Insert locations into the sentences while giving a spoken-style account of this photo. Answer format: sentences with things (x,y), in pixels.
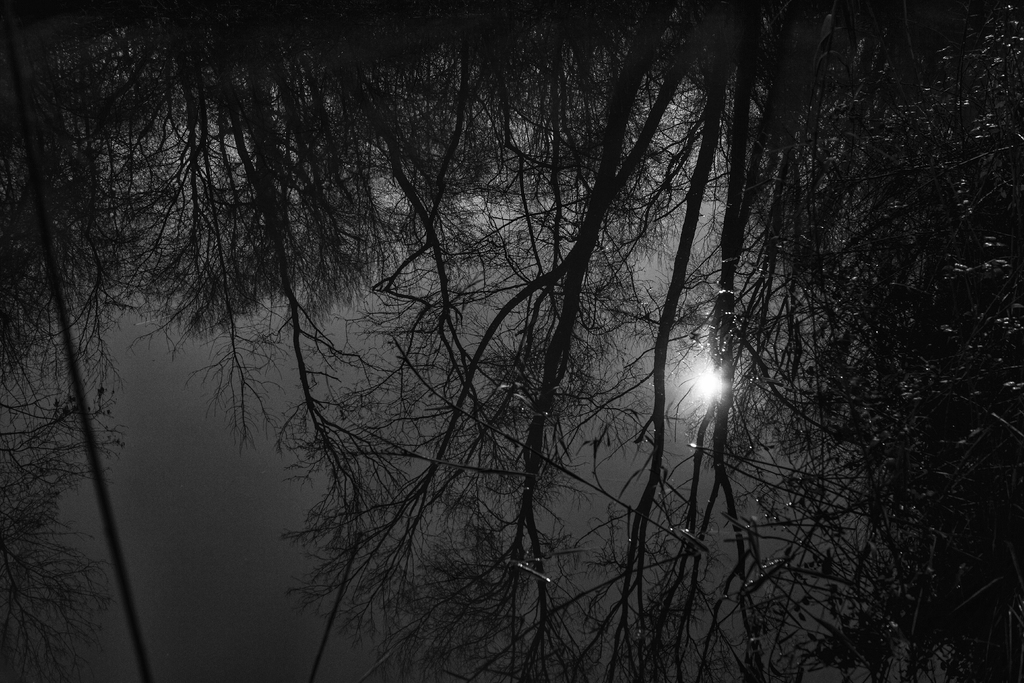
In this image there are many trees (341,181). There is moon (708,392) in the sky (149,469). This is night time.
